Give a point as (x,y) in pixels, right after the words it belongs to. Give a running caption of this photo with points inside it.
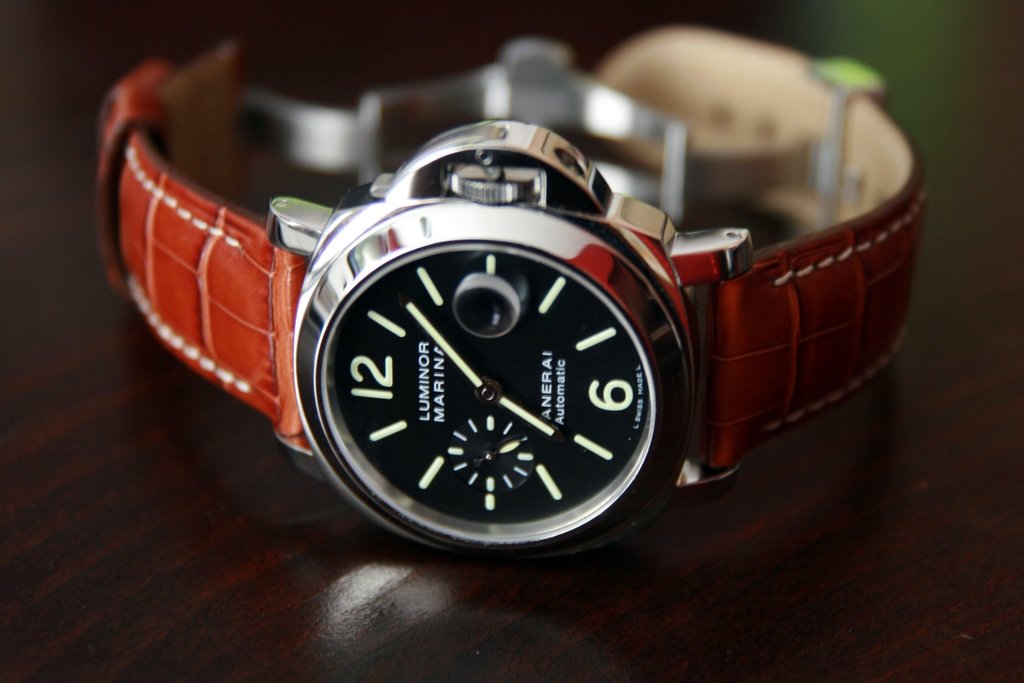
The picture consists of a watch (515,216) on a black surface (981,248). The background (15,37) is blurred.
